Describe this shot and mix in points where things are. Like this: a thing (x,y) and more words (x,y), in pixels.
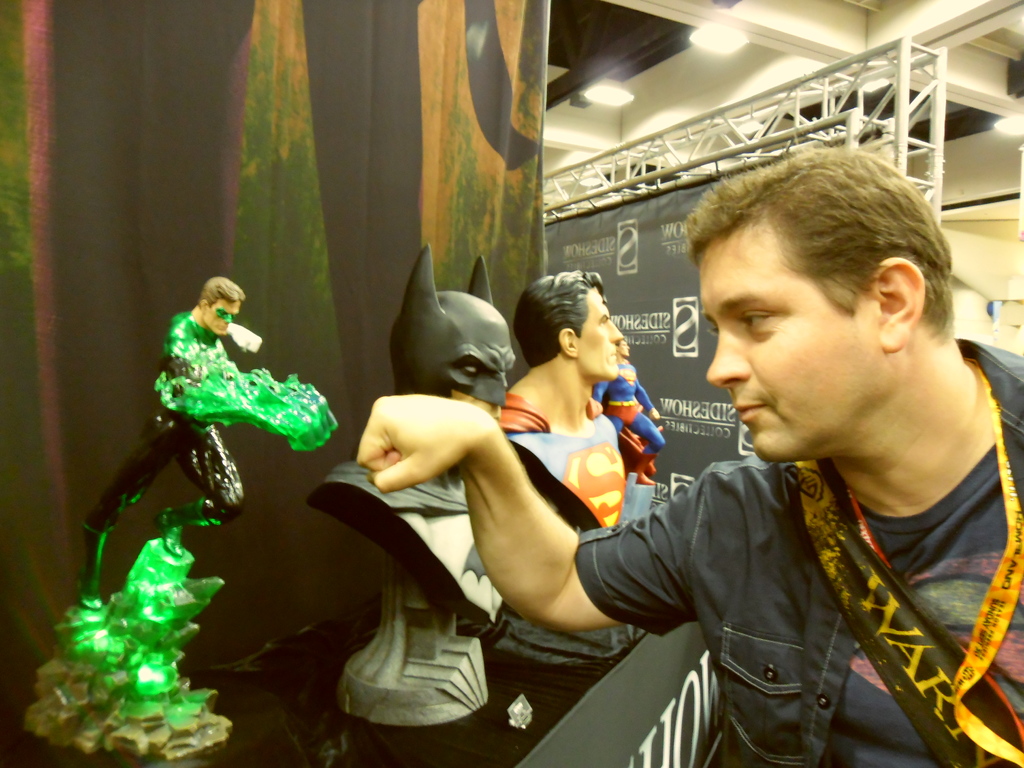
This person (857,469) is looking at this toy (293,426). On this black surface (499,664) we can see toys (549,422). Background (655,239) there is a hoarding (642,246) and lights (725,38).
